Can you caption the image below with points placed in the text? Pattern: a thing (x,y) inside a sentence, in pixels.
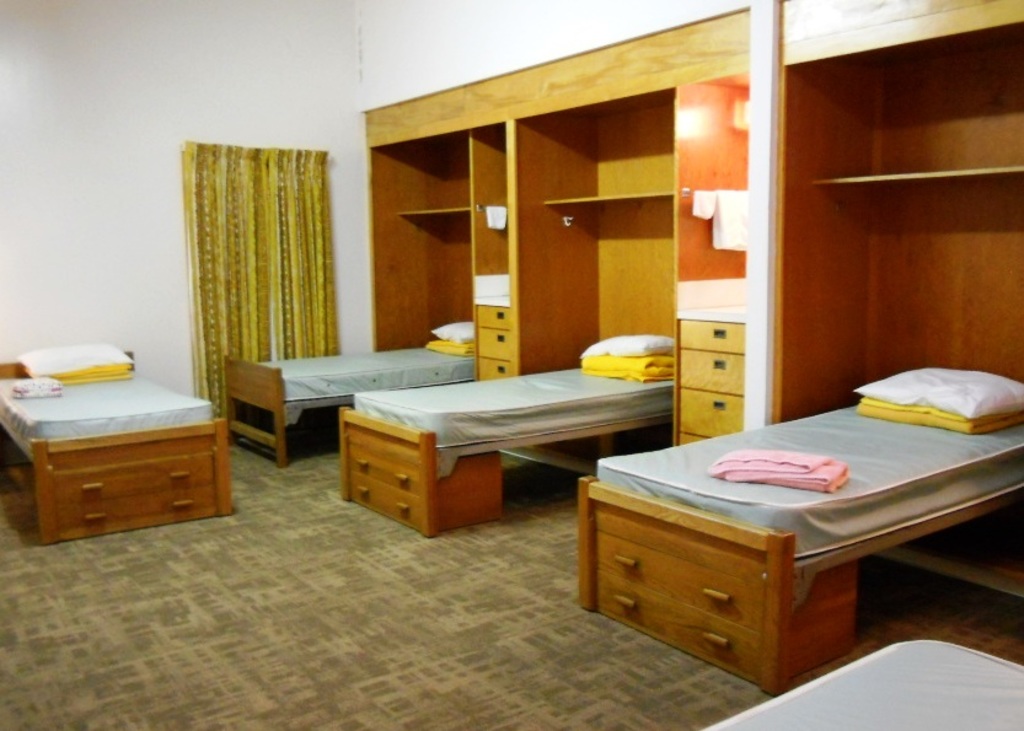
There are four beds (436,447) and these are the pillows (60,365). This is floor (400,635) and there is a carpet (489,604). In the background (172,98) there is a wall (382,66) and this is curtain (325,254). And this is rack (833,116).
